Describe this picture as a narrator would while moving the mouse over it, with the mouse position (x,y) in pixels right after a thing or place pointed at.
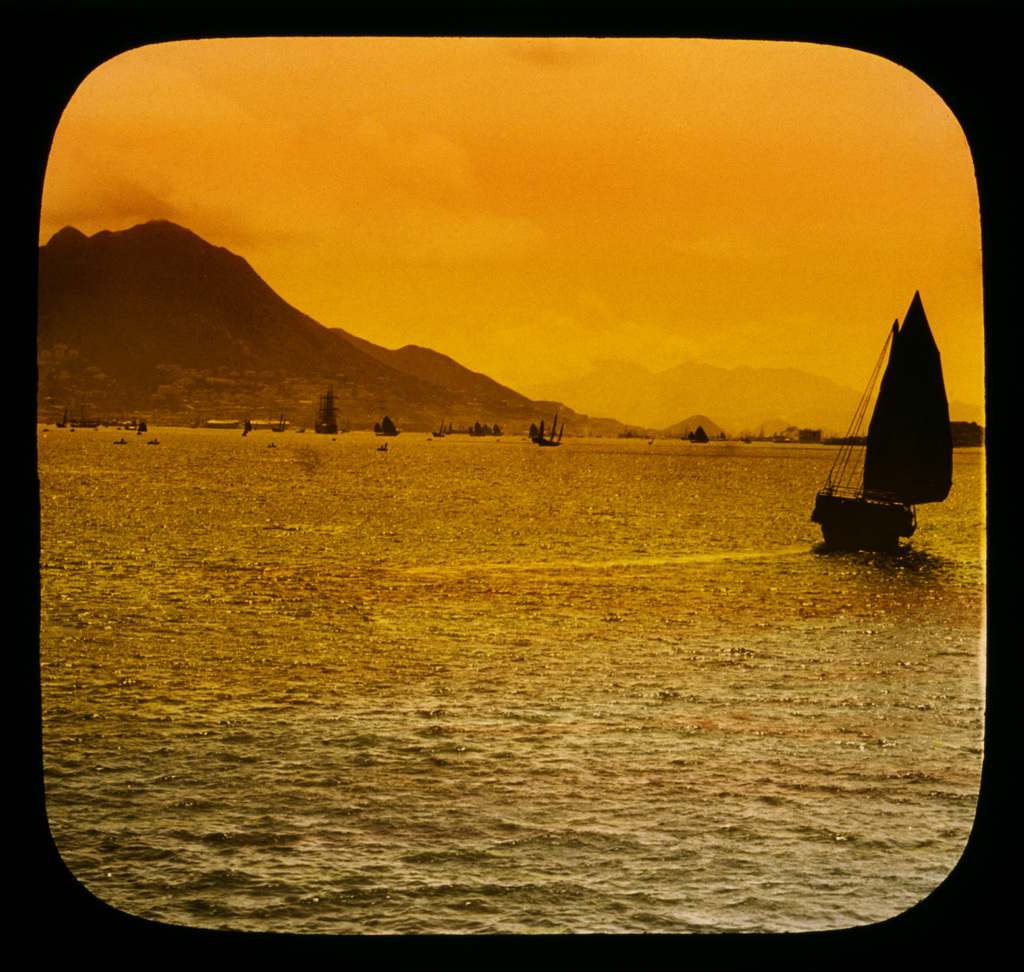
In this picture we can see boats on water (457,623) and in the background (557,389) we can see mountains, sky (568,381).
